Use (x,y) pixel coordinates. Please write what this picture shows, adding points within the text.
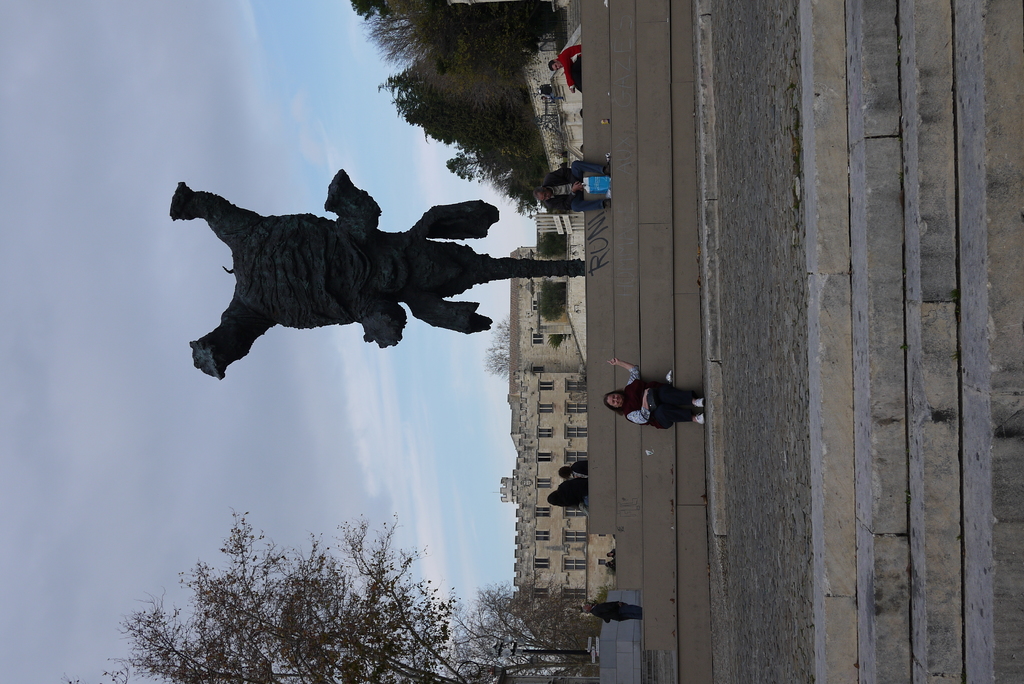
In this image there are people (636,394) sitting on steps (687,371) in front of sculpture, behind them there are trees (520,602) and sculpture (353,314).
